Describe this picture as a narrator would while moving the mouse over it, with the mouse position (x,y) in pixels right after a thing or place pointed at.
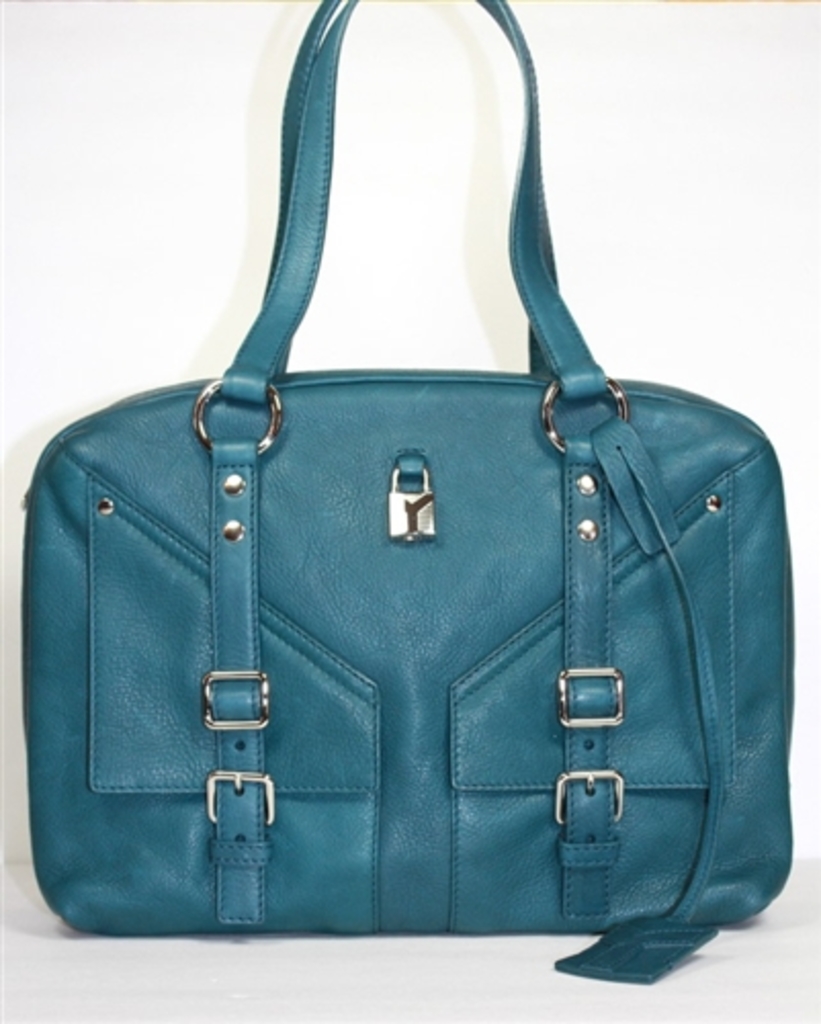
As we can see in the image there is a blue color handbag (334,626).
